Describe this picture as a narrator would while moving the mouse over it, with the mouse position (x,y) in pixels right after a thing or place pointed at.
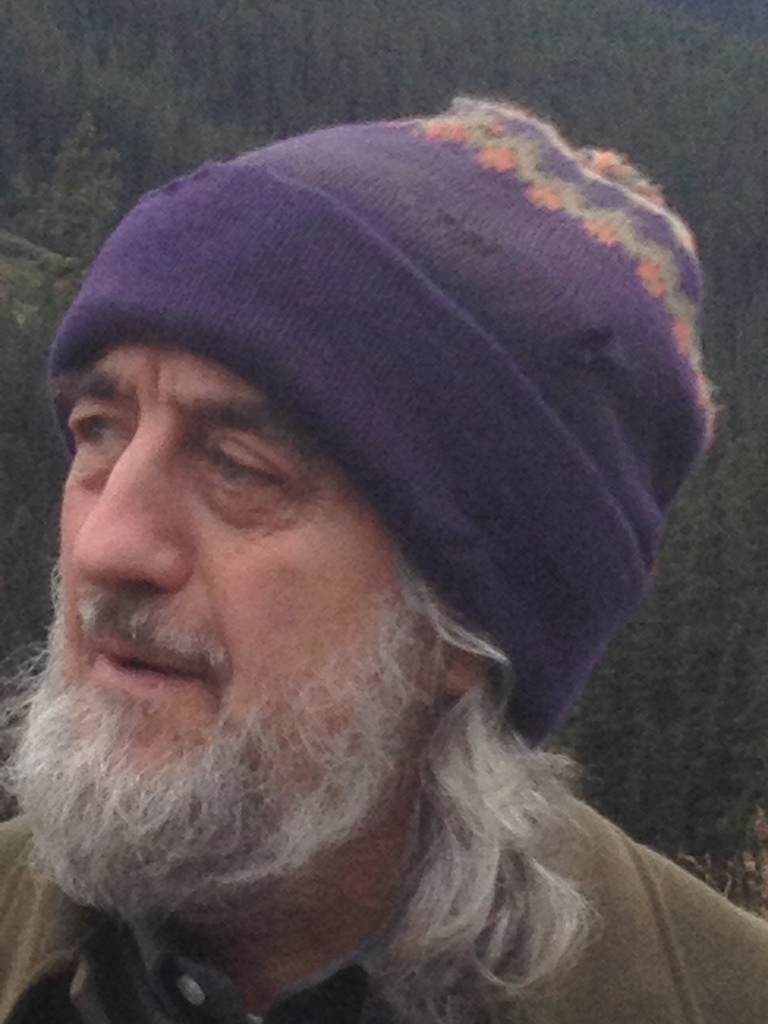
In this picture I can see a man (275,587) is wearing a cap (370,360) and clothes (553,994).
